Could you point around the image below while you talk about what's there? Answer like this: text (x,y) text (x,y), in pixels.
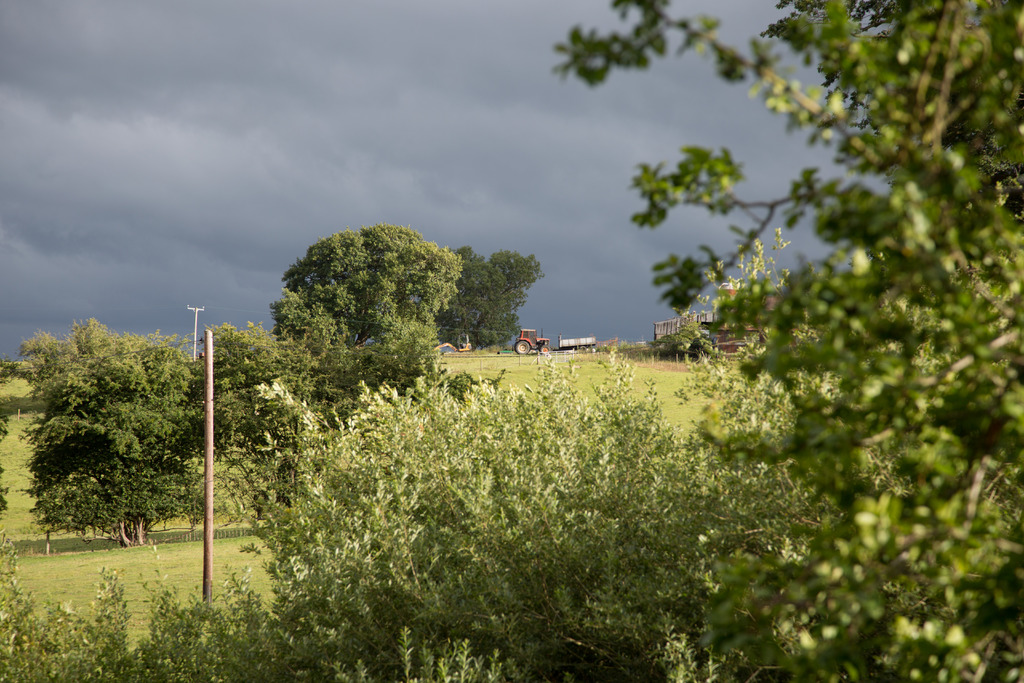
In this image, we can see trees (446,439), vehicles (529,334), sheds (672,333) and poles (212,421). At the bottom (108,561), there is a ground (150,569) and at the top (287,157), there is sky (316,130).
